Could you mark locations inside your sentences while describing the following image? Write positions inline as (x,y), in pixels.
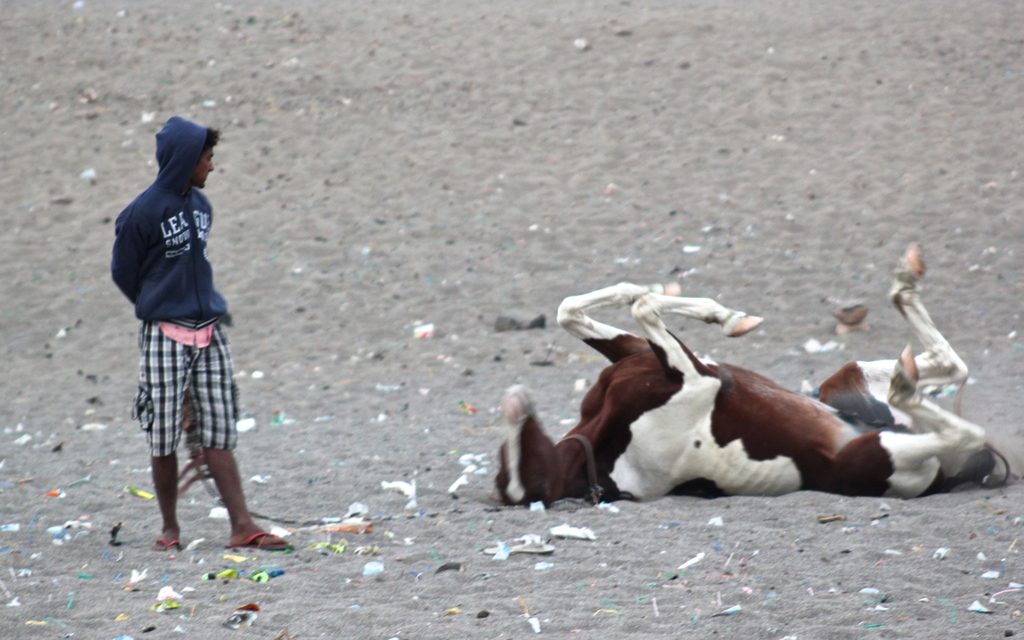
In this image we can see a horse (902,491). There is a person (179,173). At the bottom of the image (445,584) there is sand (501,587).
